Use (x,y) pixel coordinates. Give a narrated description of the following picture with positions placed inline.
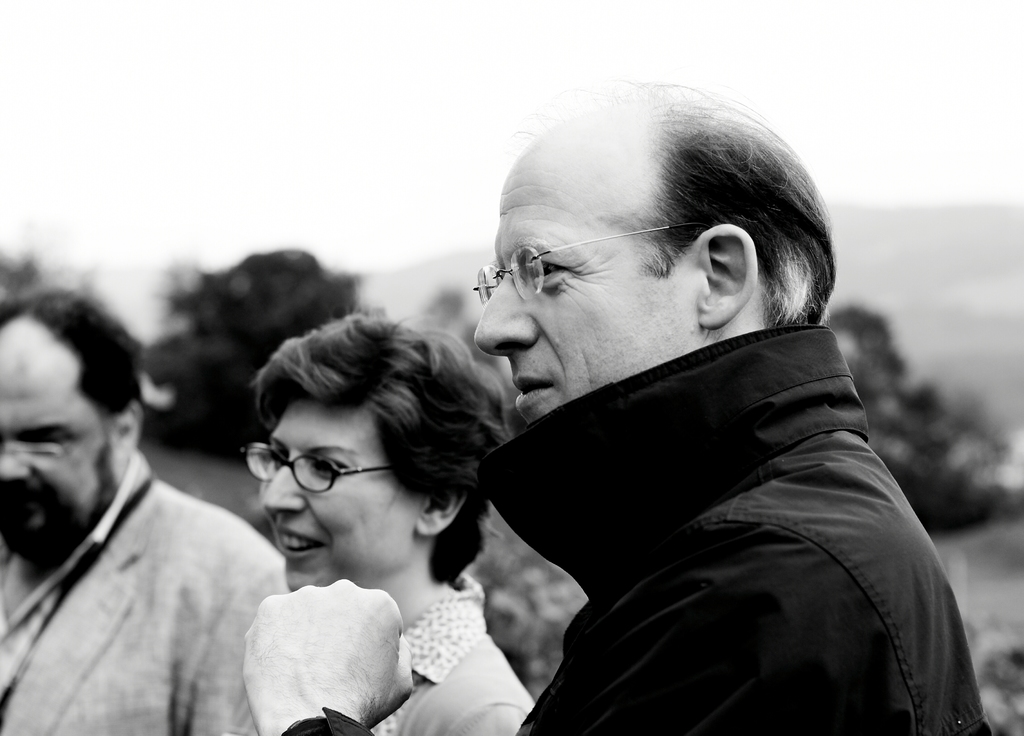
In this black and white image there are three people (569,481) standing, one with a smile on her face (383,433), and looking to the left side of the image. In the background (200,426) there are trees (982,431) and the sky (274,111).
